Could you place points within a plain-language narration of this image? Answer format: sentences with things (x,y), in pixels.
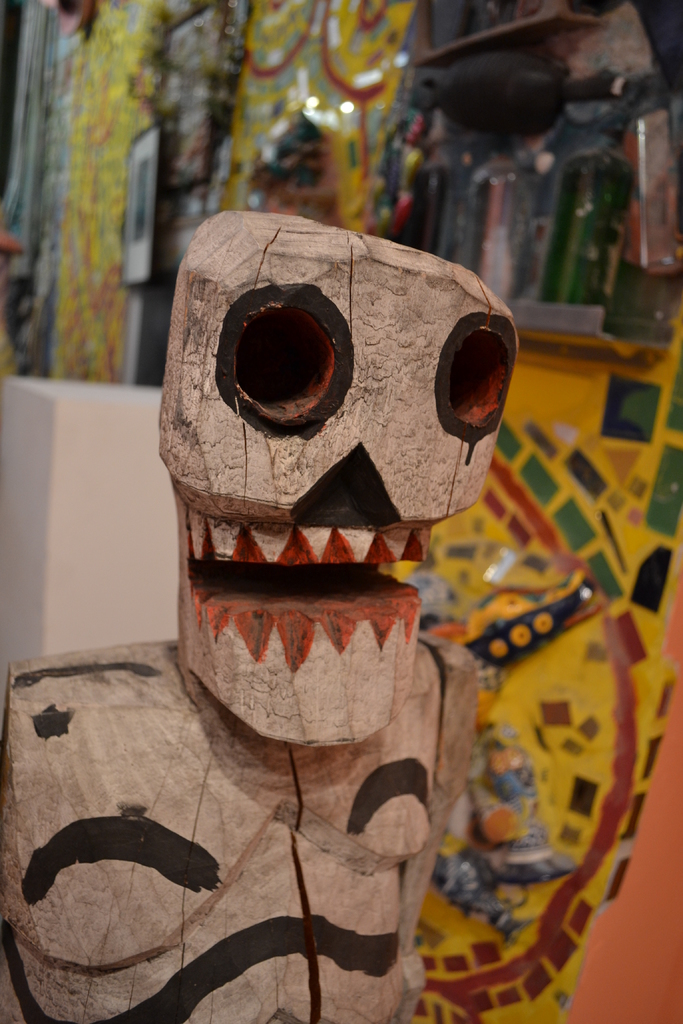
In the picture I can see a toy (261,629) which is made of wood (298,396) and there are few colors on it and there are few other objects (360,35) in the background (295,79).
